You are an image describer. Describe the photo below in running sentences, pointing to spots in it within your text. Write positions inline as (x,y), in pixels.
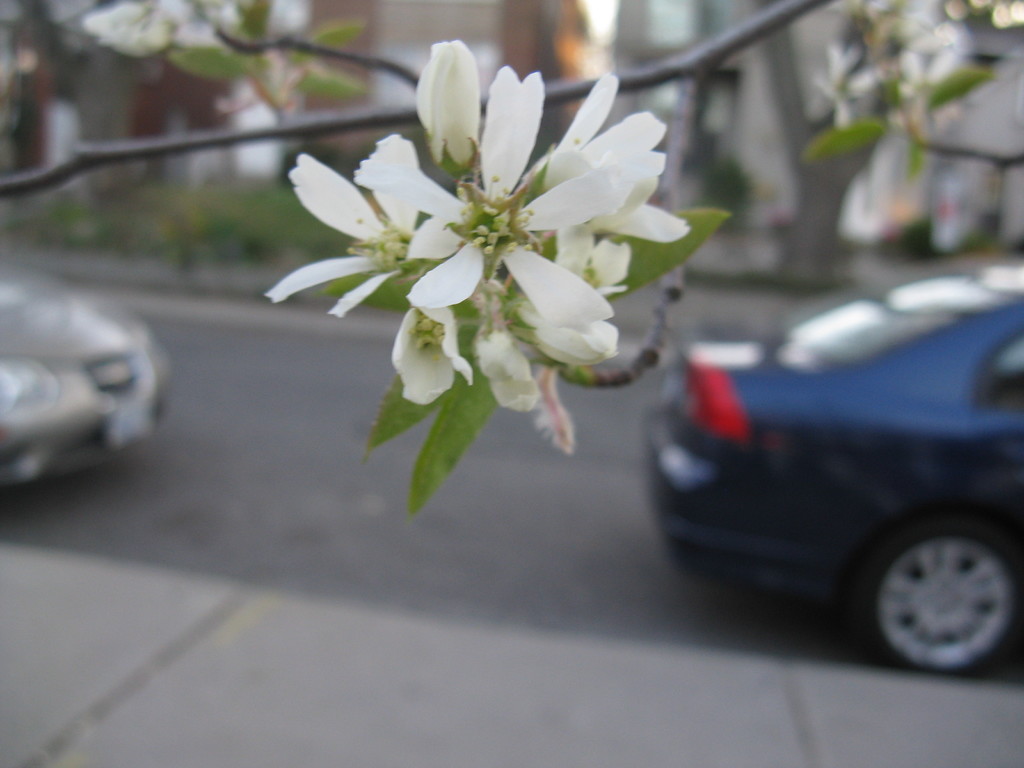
In this picture we can see some flowers (138,43) on a plant (161,25). There are some vehicles (870,442) visible on the road (172,426). There is a building (617,35) in the background (1014,86).
